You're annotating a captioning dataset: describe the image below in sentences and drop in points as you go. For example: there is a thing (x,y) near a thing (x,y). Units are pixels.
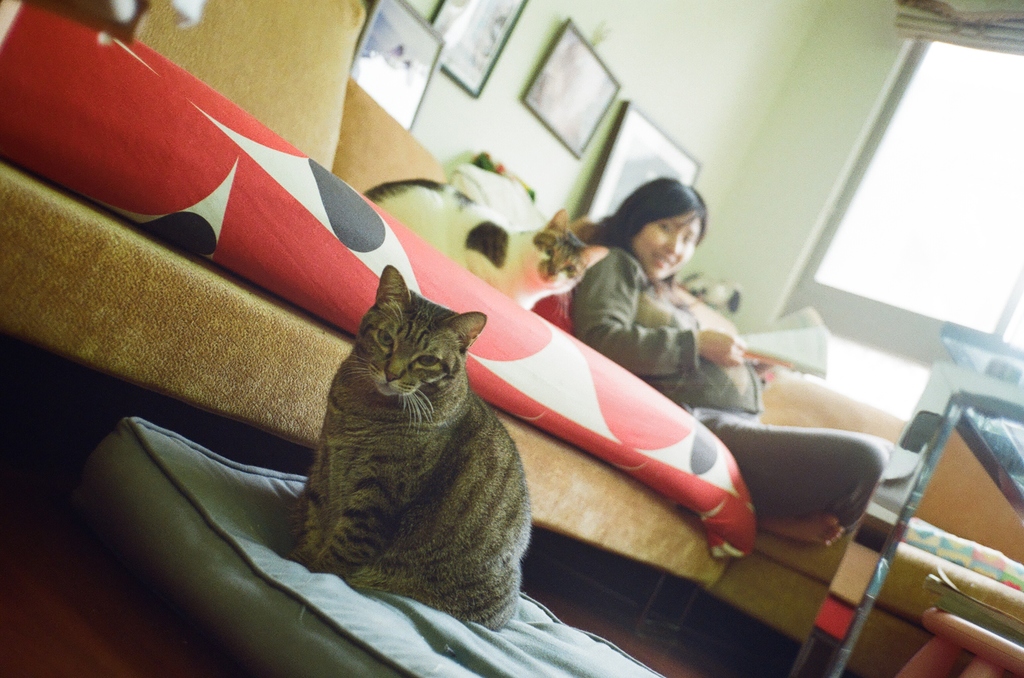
In this image there is a cat (405,472) sitting on the pillow (417,617). Beside it there is a sofa (337,259) on which there is another cat (484,257). Beside the cat (490,236) there is a woman (663,336) who is reading the book (790,343). In the background (673,109) there is a wall (505,70) to which there are photo frames (650,137). On the right side (961,210) there is a window (970,187). At the bottom (948,578) there is a stool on which there is a book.
